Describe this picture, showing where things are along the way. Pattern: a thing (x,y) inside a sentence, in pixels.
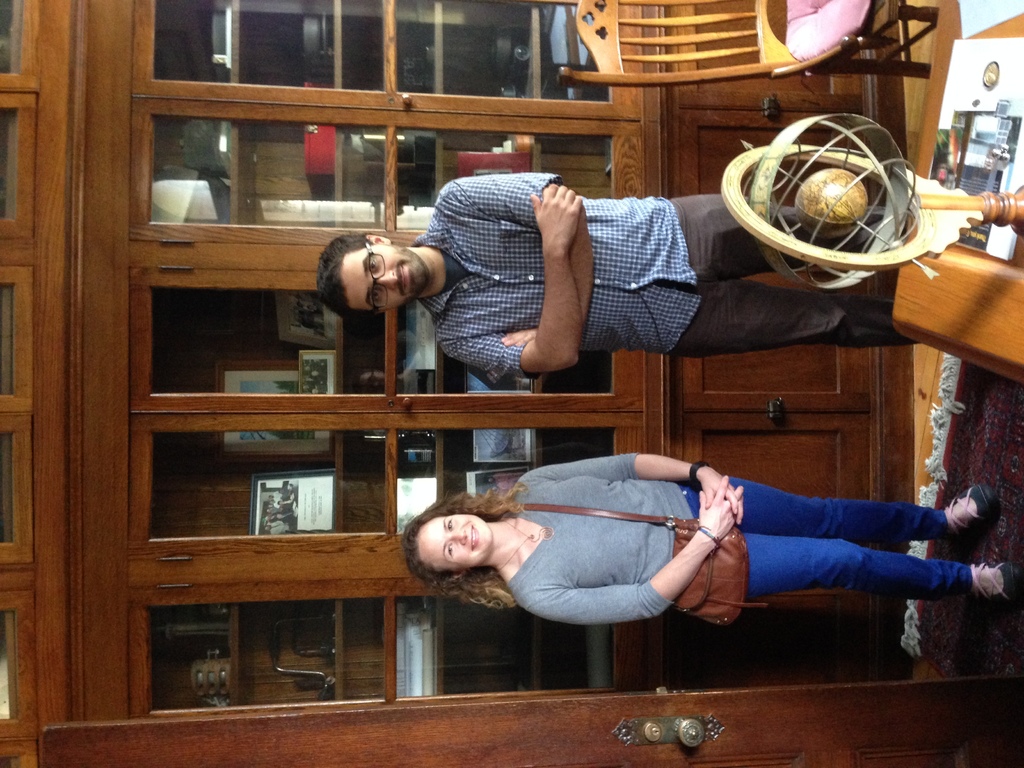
In this image I can see a woman (475,522) and a man (539,212) are standing. I can see she is carrying a bag (606,512) and on her face (443,552) I can see smile. I can also see he is wearing shirt (525,245) and specs (374,296). In the front (810,123) I can see a table (949,288) and on it I can see few papers (975,141) and a golden colour thing (827,176). On the top side of this image (660,76) I can see a chair (622,72) and in the background (420,130) I can see number of stuffs (419,78) on the shelves (408,333).
